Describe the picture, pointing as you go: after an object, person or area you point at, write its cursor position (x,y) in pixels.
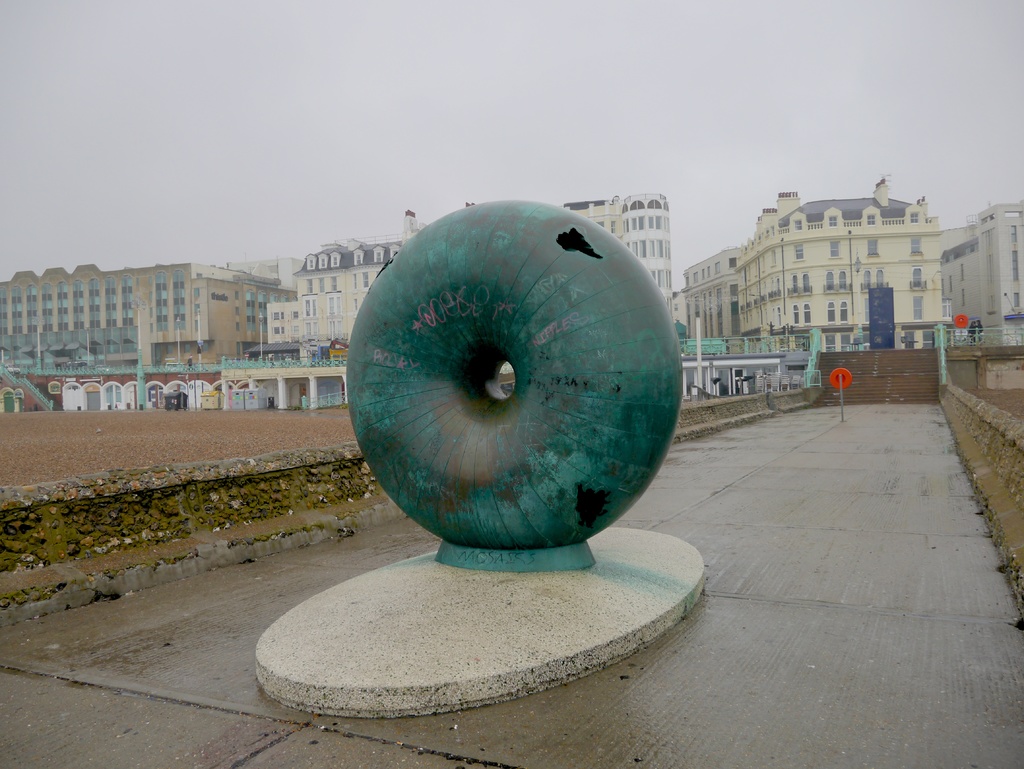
In this image we can see metal object (381,422) and we can also see buildings (1,312) with windows (338,258), stairs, railing (744,346) and sky (350,152).
